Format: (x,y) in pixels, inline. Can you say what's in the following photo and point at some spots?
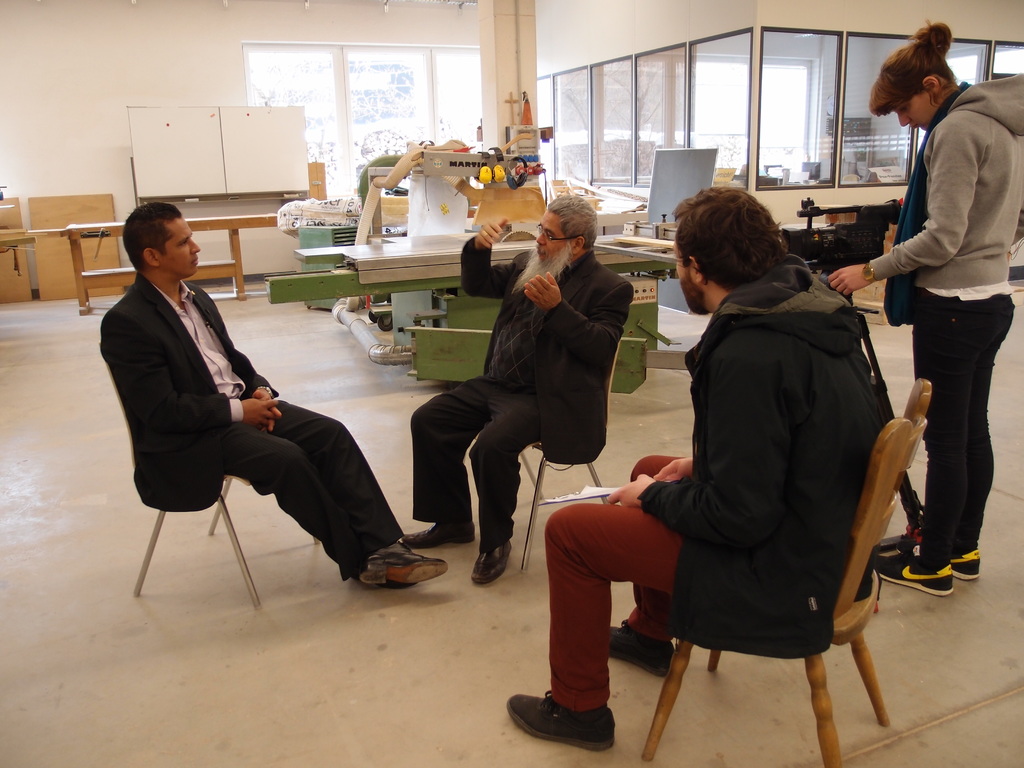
In this picture there are group of people (186,303), those who are sitting on the chairs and there is a lady (920,77) at the right side of the image (892,88), she is taking the video, there are glass windows (683,136) around the area of the image.
